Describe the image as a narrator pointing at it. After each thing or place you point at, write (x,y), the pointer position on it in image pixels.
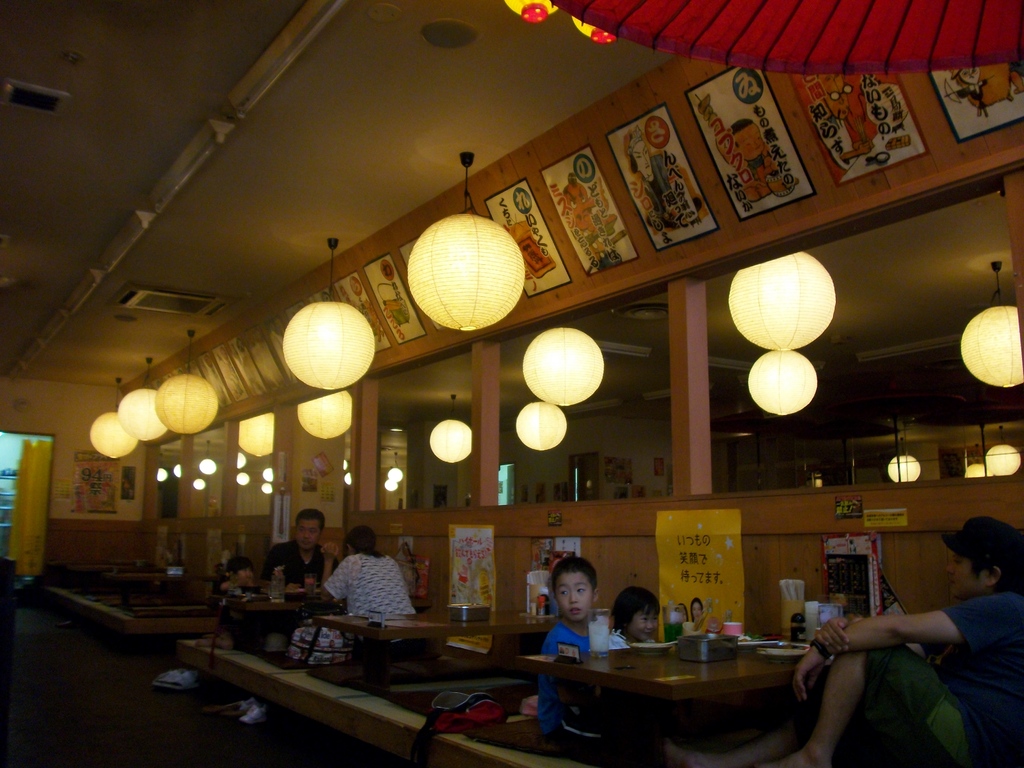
As we can see in the image, there are few people (274,555) sitting on a raised floor (532,758) and there are tables (636,657) over here.
